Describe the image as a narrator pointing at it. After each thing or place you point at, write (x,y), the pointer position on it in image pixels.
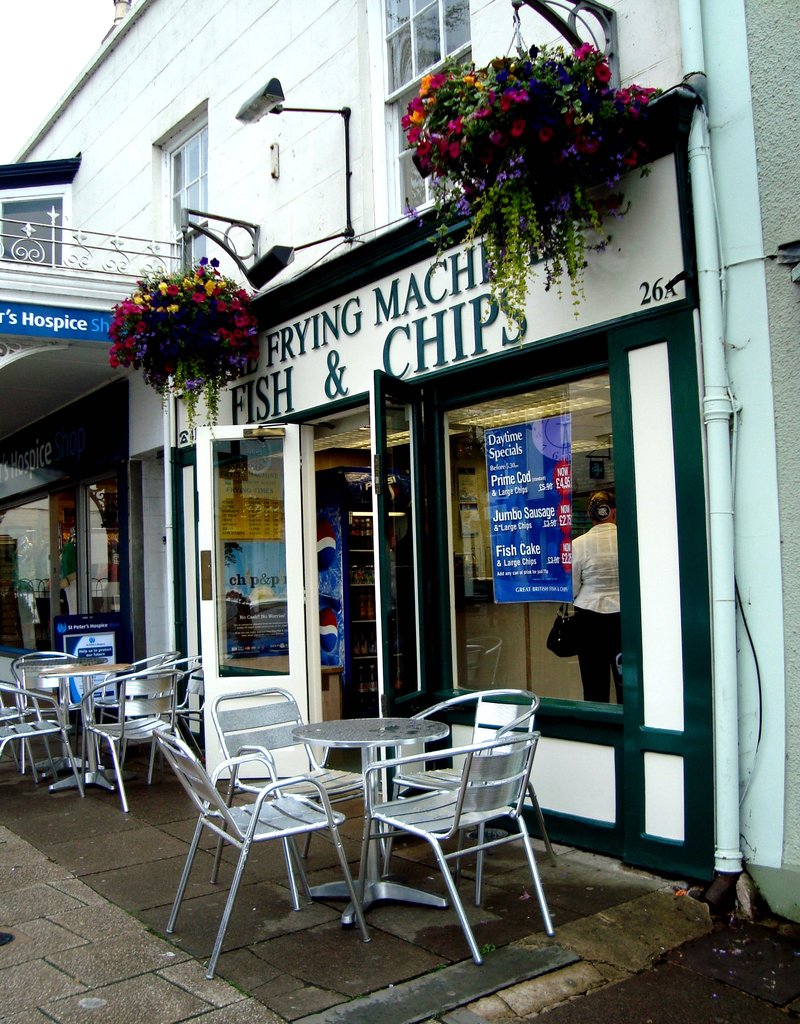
In the center of the image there are chairs (214,829) and tables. In the background of the image (262,146) there is a building (515,385). There are windows (445,60). There are flower pots (576,91). At the bottom of the image (683,973) there is road (681,962).
